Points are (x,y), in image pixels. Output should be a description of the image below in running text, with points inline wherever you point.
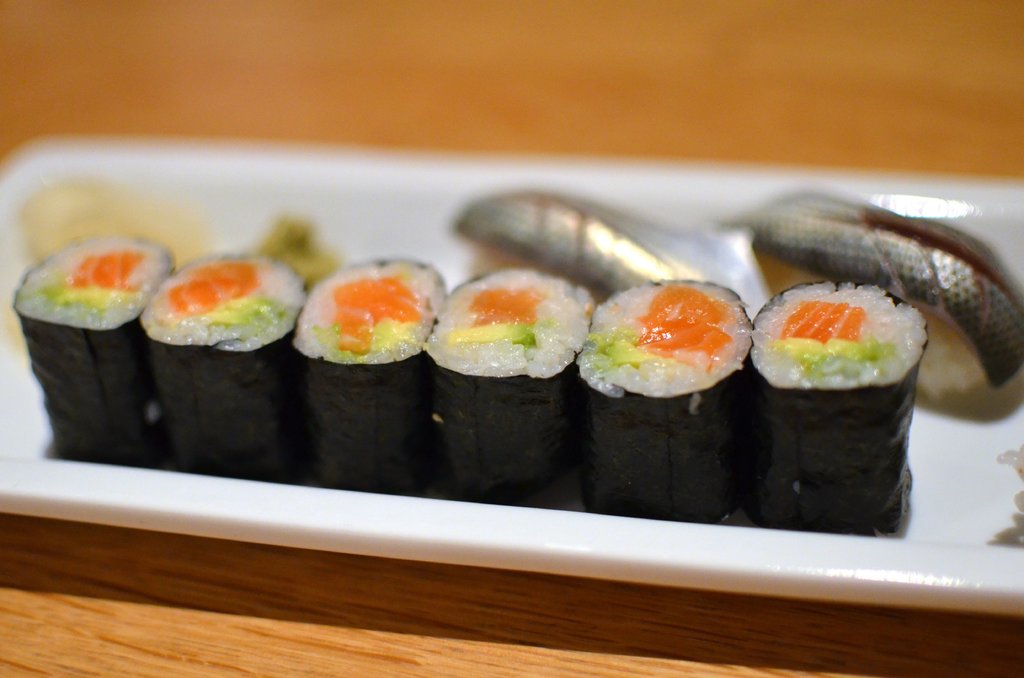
In this image in the foreground (28,520) there is a plate (511,559) and inside this plate (957,537) there are six black covers (504,383).
